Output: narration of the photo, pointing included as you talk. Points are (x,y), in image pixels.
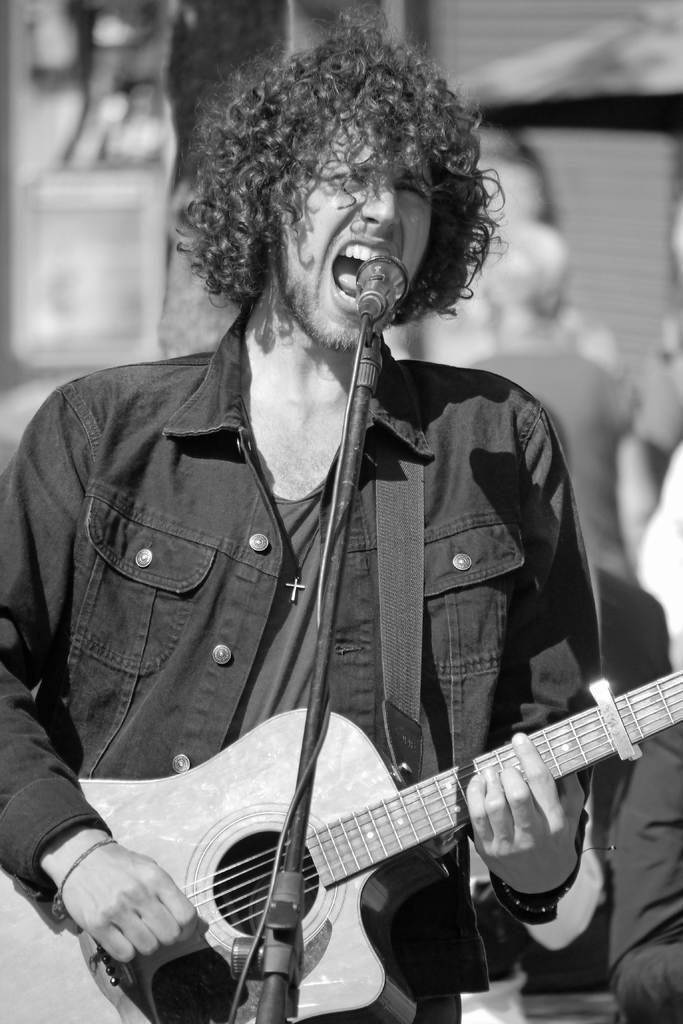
This picture shows a Man (479,247) Standing and playing a guitar (584,717) there is a microphone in front of him and in the background (576,413) some people (598,353) are standing.
